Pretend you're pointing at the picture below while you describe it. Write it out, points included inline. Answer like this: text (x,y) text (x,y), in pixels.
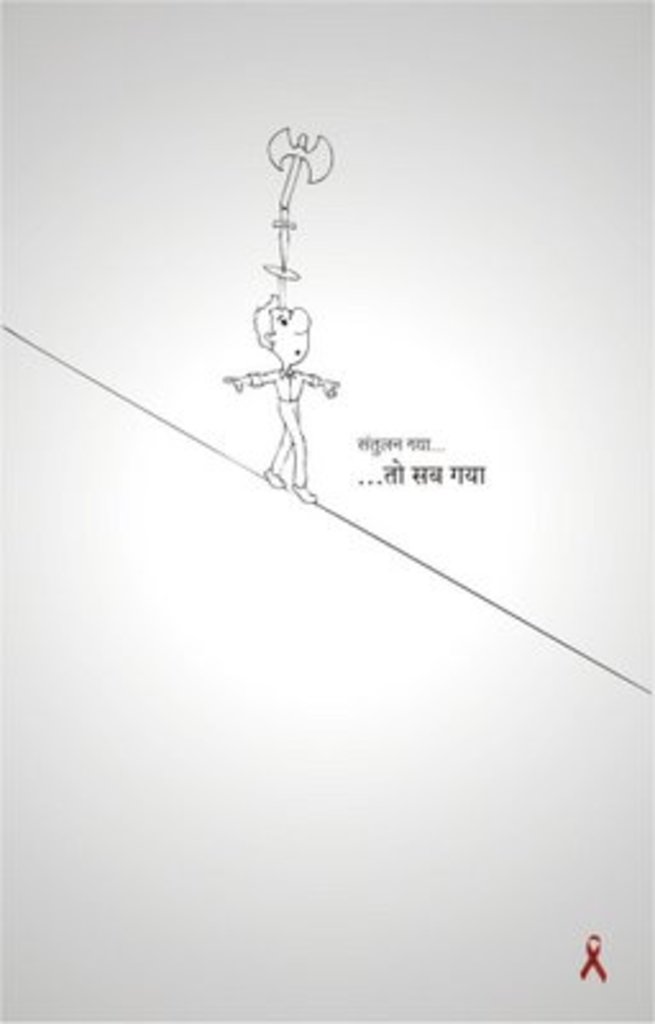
This image consists of a poster (191,421) with an art (256,476) and a text (416,445) on it.
